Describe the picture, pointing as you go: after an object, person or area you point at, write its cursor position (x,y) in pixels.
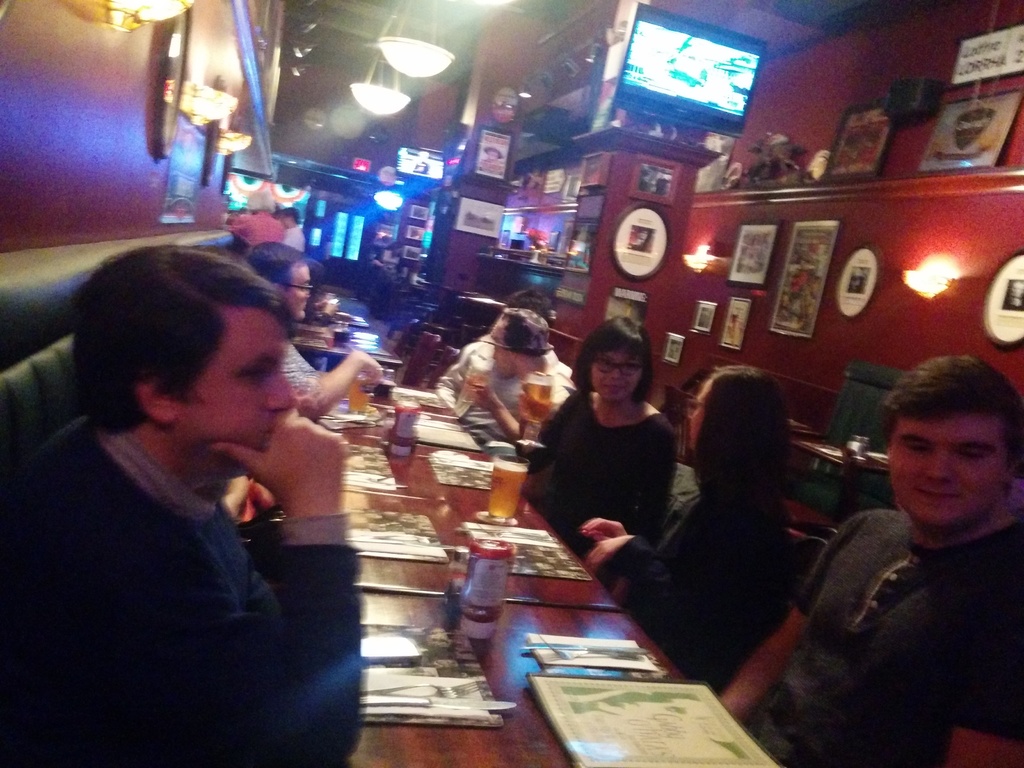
In the image we can see there are lot of people (272,280) who are sitting on chair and in front of them there is a table (400,395) on which there is a beer glasses (506,480).
